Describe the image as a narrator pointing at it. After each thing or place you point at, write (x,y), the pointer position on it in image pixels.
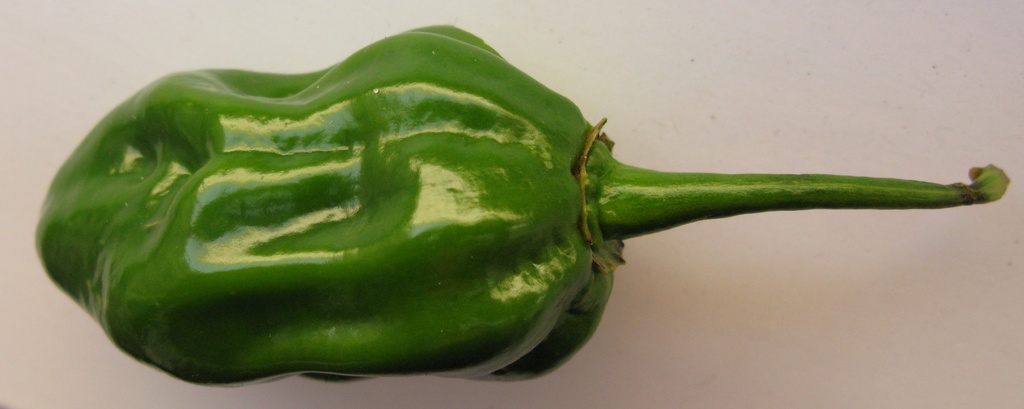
In the center of the image (465,196) a capsicum (379,212) is present.
